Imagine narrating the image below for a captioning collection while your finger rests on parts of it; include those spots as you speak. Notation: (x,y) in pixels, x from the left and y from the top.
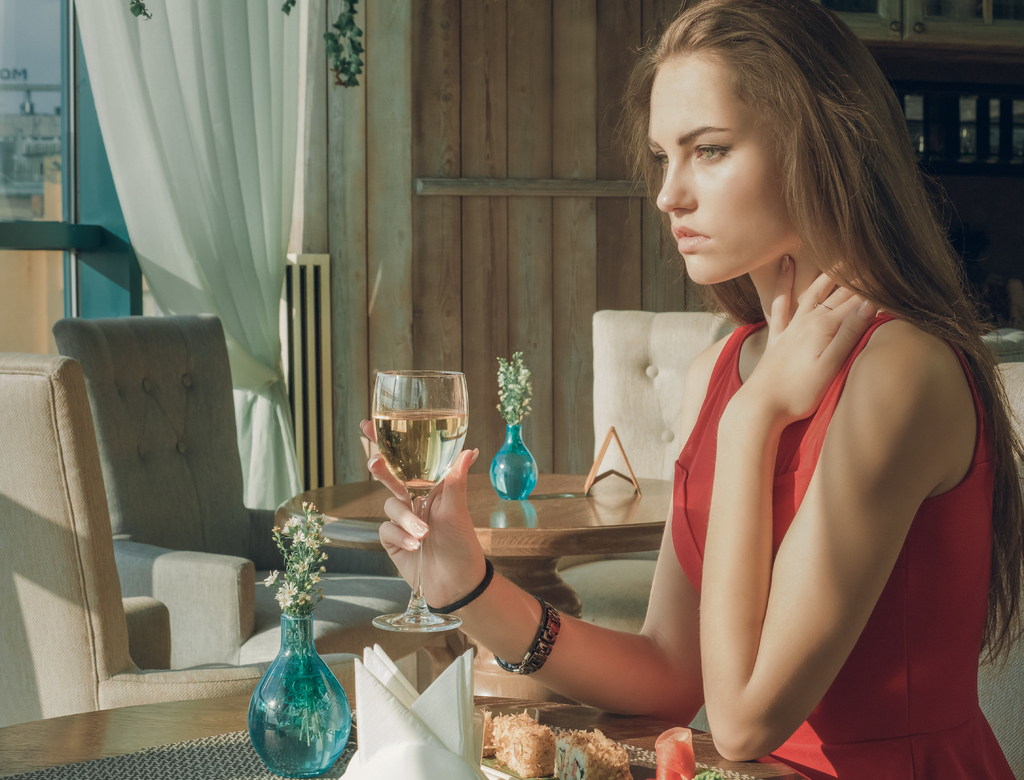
In this image, we can see a woman (842,496) sitting and she is holding a glass (416,565), we can see a table (186,711), we can see some sofas (235,570), there is a curtain (219,53) and we can see the window (13,236).
